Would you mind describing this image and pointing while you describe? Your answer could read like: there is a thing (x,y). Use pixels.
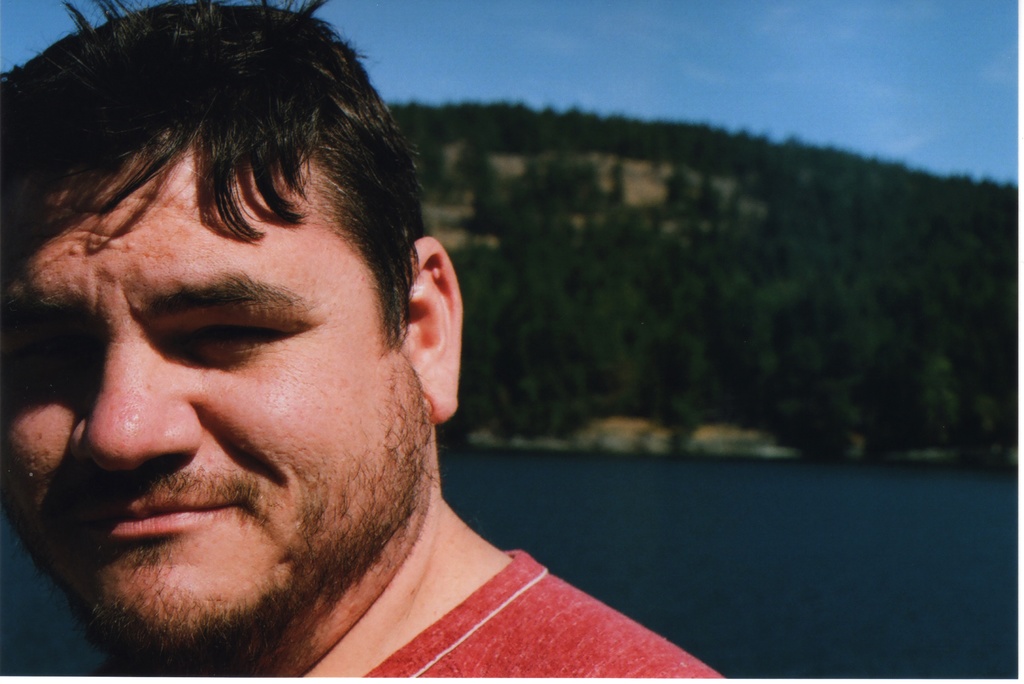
In this image in the front (262,414) there is a person (227,505) smiling. In the center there is water (746,583). In the background (615,226) there are trees (670,248).
